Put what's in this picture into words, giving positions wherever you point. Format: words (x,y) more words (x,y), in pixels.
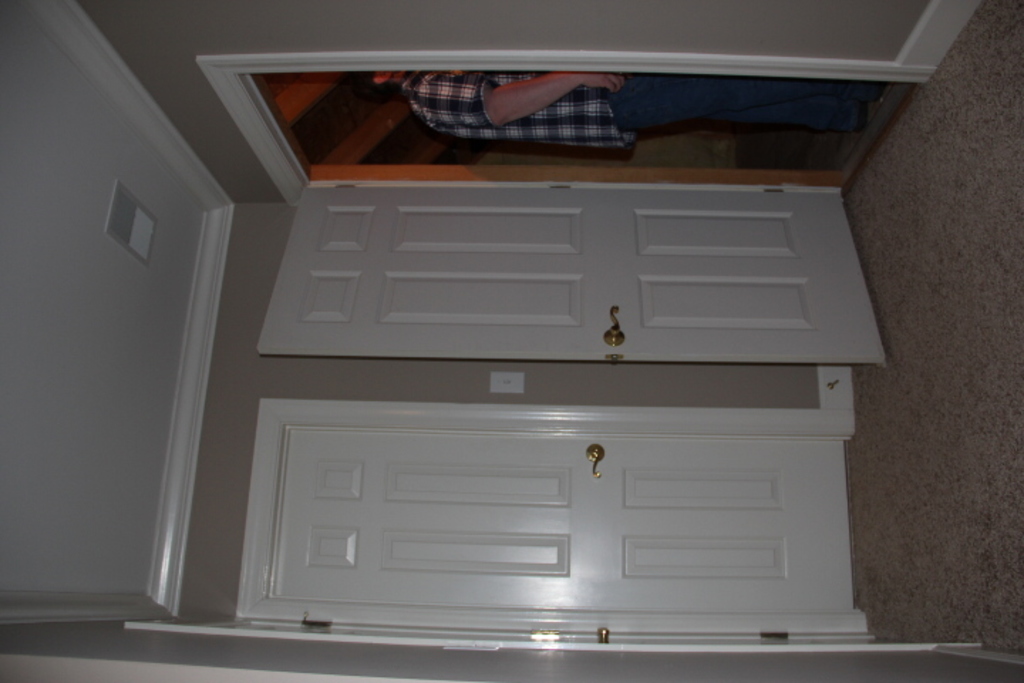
In this image in the center (561,405) there are doors (555,445) which are white in colour. At the top (569,116) there is a person (574,109). On the left side (106,303) there is a wall (96,368) which is white in colour.
